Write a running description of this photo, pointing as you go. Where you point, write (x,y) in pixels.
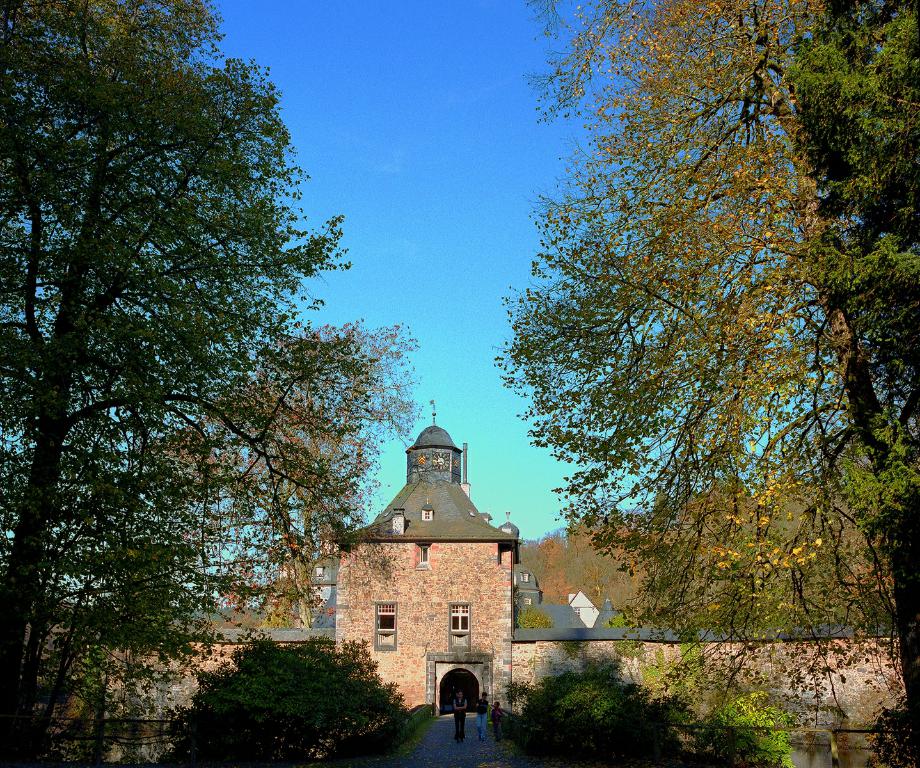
In this image I can see number of trees (881,549) and in the center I can see few people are standing and behind them I can see a building (485,657). In the background (386,305) I can see the sky (413,211).
